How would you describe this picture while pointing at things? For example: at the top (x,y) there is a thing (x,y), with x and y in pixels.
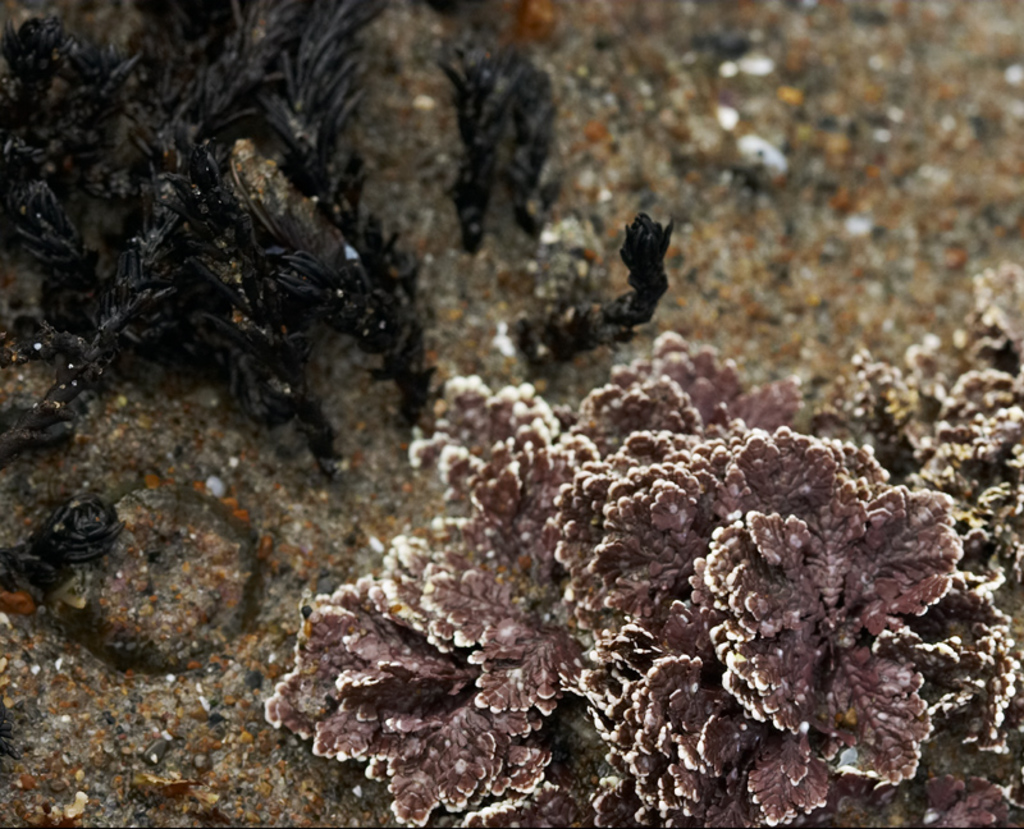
In the image it looks like a plant (635,813) in the foreground (625,375) and beside the plant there is some black object (223,183).
